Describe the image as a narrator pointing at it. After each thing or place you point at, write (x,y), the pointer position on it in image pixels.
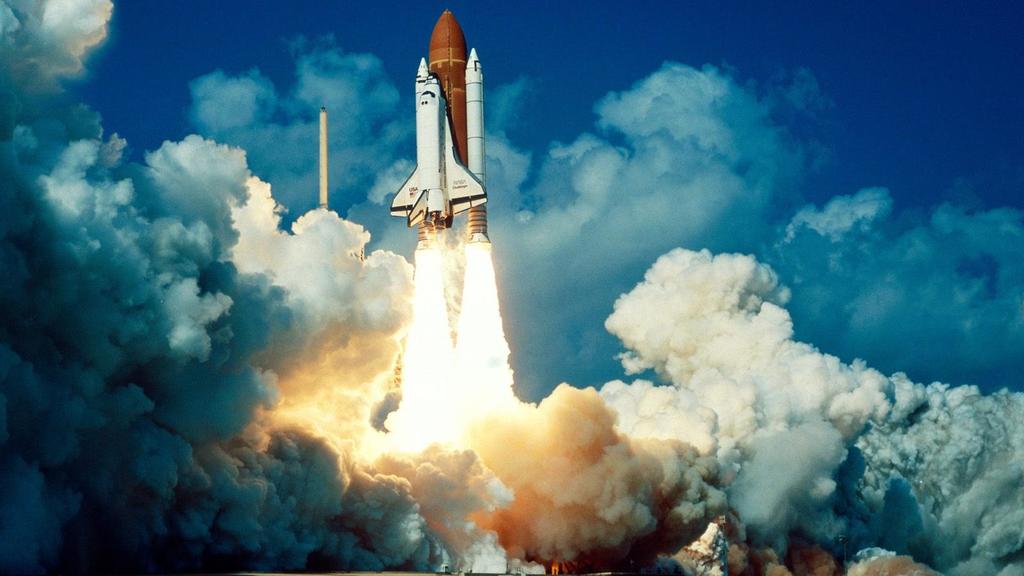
In this image we can see a rocket (457,154) is flying in the air (524,215) by ejecting smoke (402,402). Here we can see the sky (190,56) with clouds (283,129) in the background (248,136).
